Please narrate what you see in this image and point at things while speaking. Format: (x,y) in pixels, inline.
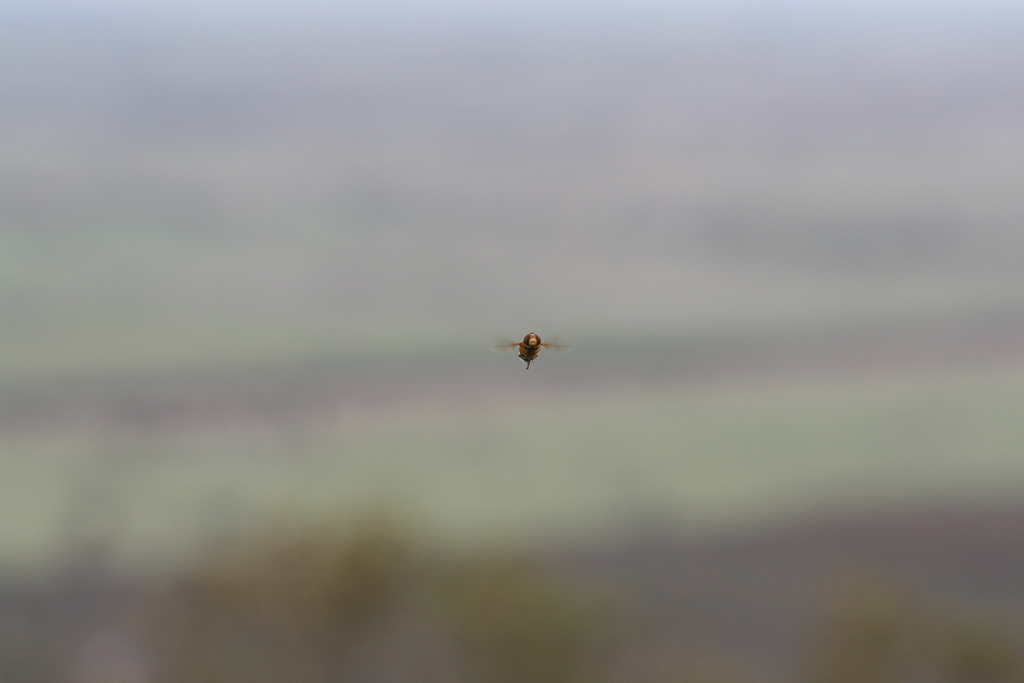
In the middle of this image (558,347) there is a bee (538,351) flying in the air (529,307). The background (551,362) is blurred.
